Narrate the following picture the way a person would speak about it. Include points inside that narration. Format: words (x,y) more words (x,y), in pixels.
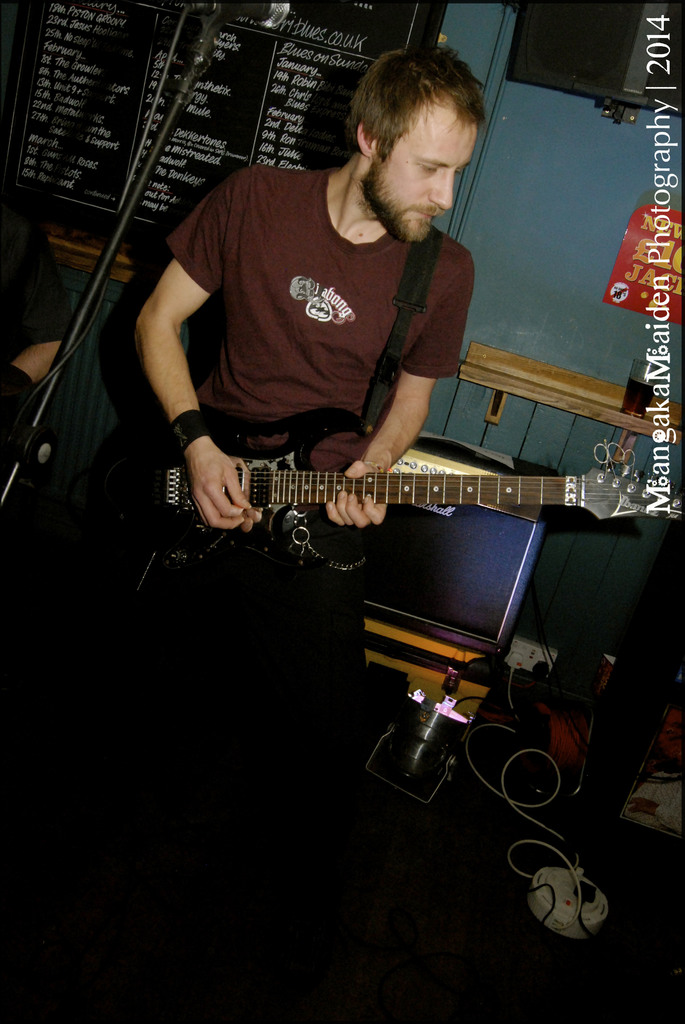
In this image there is one person (281,317) who is standing and playing guitar (247,458) beside him there is one monitor (463,583) and one light (429,727) is there. On the background (489,35) there is a wall (464,24) on that wall (670,470) there is one board (68,168) and on the left side (213,22) there is one mike (181,99) and on the floor (535,867) there are some wires (507,796).
